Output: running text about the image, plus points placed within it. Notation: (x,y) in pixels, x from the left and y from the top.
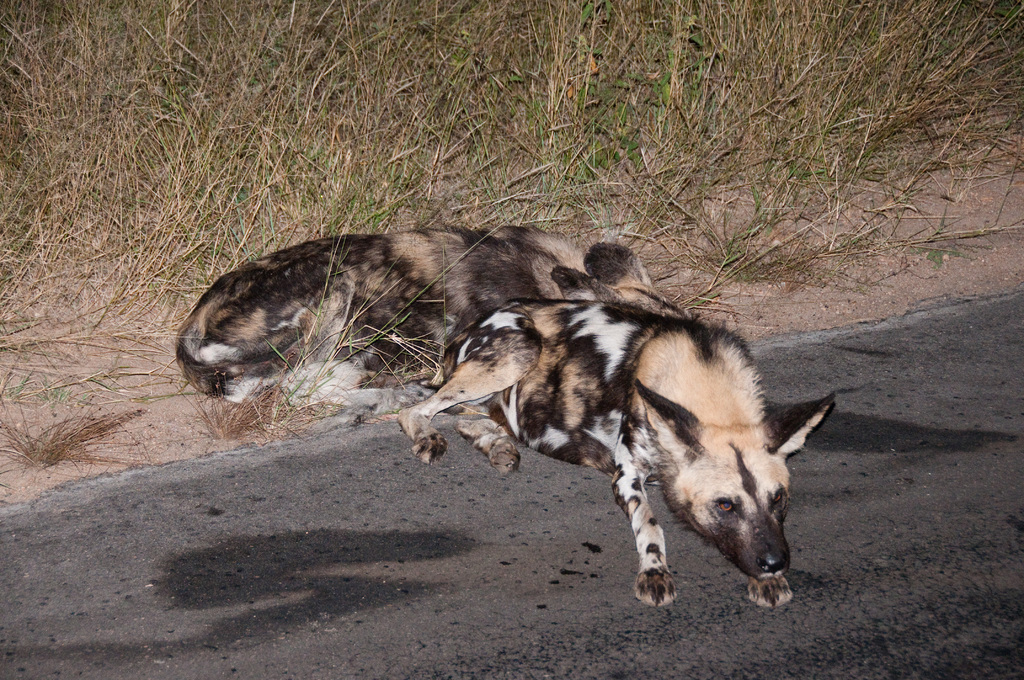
This is the picture of a road (142,473). In this image there is a wolf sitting on the road (602,551). At the back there is a wolf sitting on the grass (48,157). In the foreground (616,635) there is a road (447,508).
